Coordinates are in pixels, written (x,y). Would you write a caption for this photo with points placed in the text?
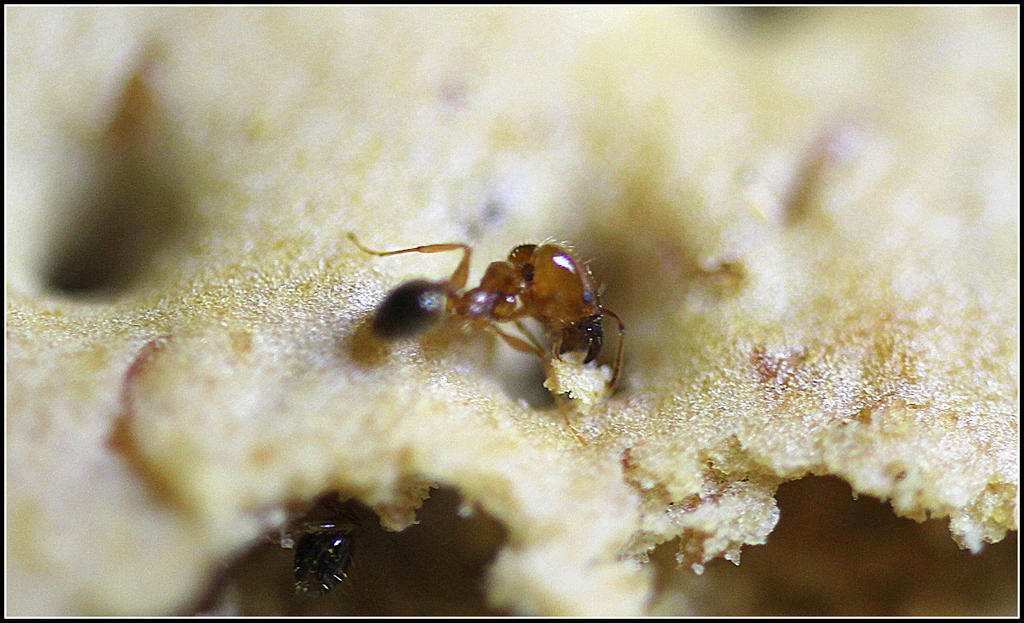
Here we can see ants (559,304) on food (462,434). Background (967,268) it is blur.
